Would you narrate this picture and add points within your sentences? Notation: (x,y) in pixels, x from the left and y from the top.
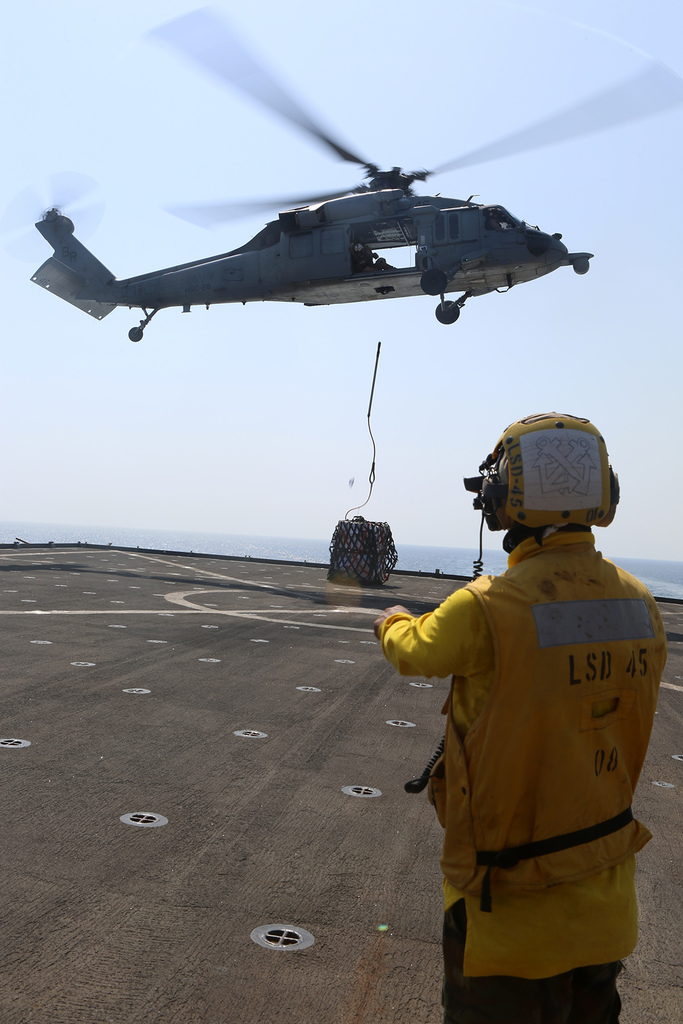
In the image there is a helicopter (312,251) flying in the air above a rope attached to a weight (379,543) on the deck (213,653), there is a person (516,672) in yellow dress (458,710) standing on the right side (557,784) and above its sky (133,203).
